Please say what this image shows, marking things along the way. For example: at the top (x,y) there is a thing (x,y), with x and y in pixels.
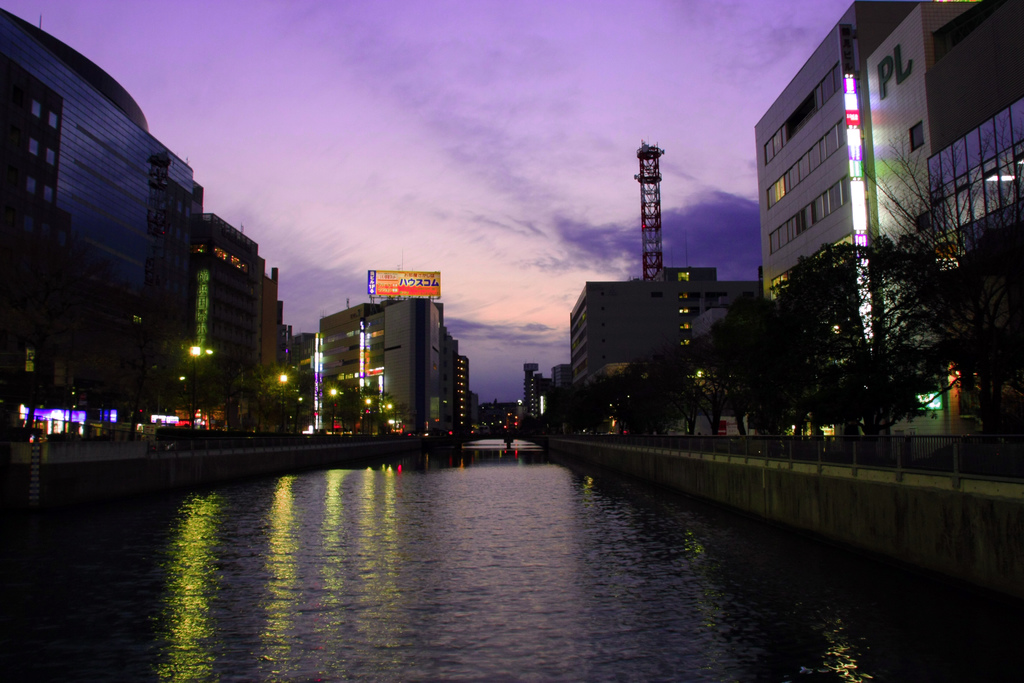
At the bottom of the picture (478,529), we see water (448,539) and this water (475,625) might be in the canal (391,532). On either side of the picture, we see the railings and buildings (53,416). On the right side (686,366), we see the trees (555,412) and a tower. There are buildings (507,402) and boards (436,289) in the background (260,332). We see a board (380,281) in orange color with some text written on it. At the top (431,106), we see the sky (488,132).
